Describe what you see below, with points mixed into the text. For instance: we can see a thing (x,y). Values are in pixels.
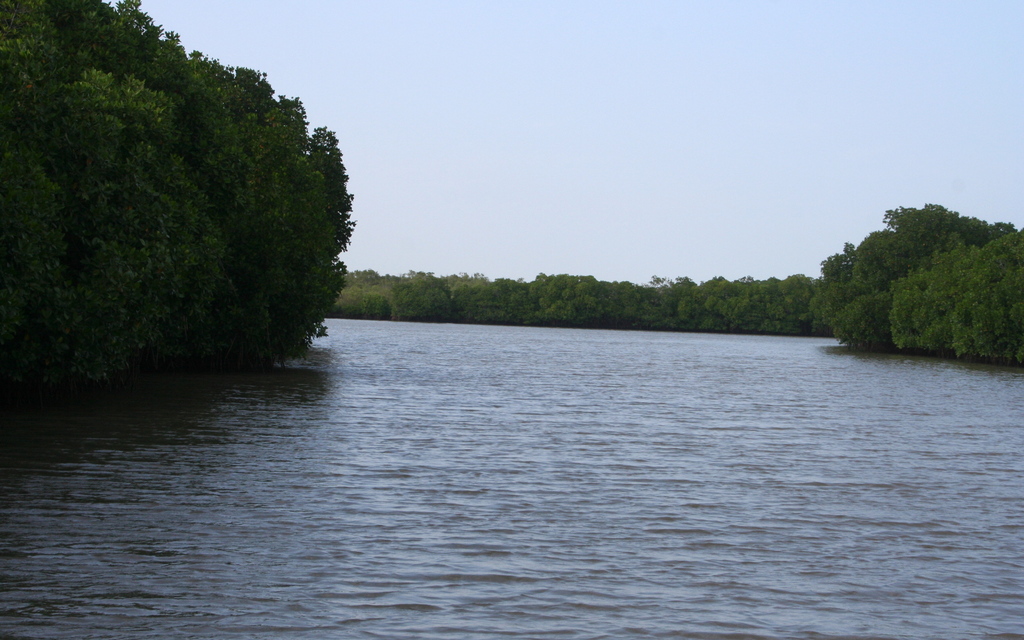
In this image I can see there is a river (489,467) and there are few trees (873,297) on both sides of the river (948,366) and the sky (676,39) is clear.
